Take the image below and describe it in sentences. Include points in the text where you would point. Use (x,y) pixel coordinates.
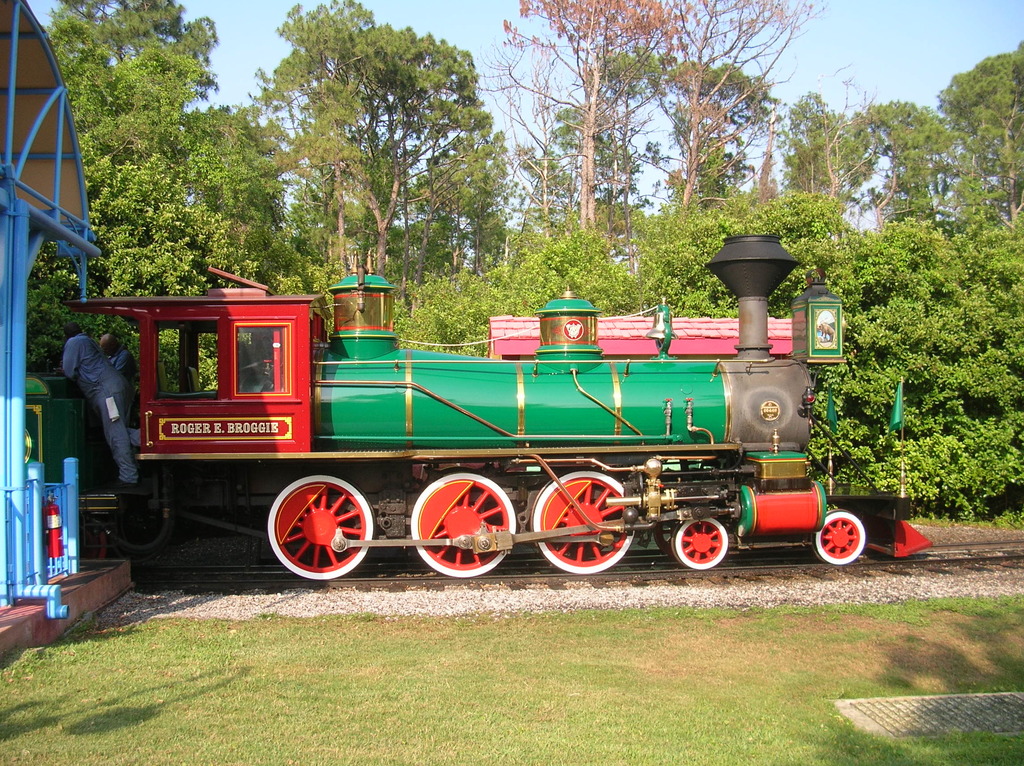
In this image, we can see a train (608,555) on the railway track (454,583). We can see the ground (460,682) with grass (810,643) and some objects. There are a few trees (903,325), plants (948,294) and people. We can also see the shed (2,494) on the left (18,482). We can see the sky (694,38). We can also see some objects (64,531) on the left (64,540).
